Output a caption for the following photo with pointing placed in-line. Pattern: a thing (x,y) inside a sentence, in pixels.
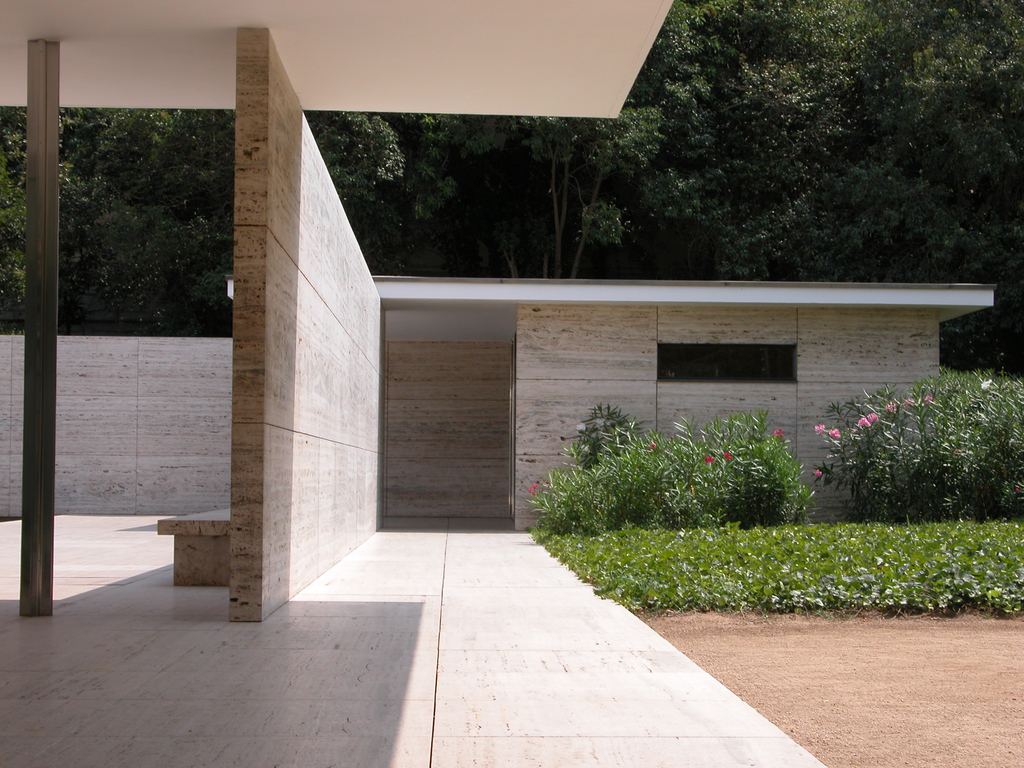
In the image there is a floor (377,644) and in between there is a wall (346,491), on the right side (688,565) there are a lot of plants (741,499) and in the background (143,197) there are many trees (753,198).
